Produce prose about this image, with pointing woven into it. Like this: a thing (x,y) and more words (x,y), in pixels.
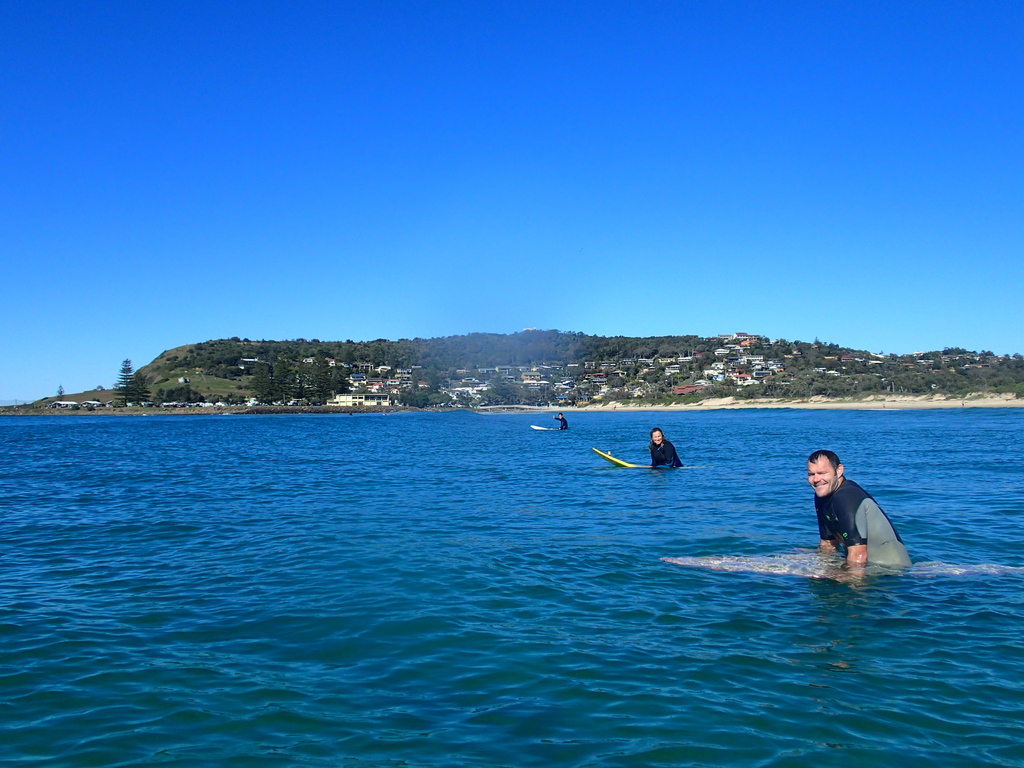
In this image there is water (408,562) in the front (449,511) and there are persons (660,461) in the water (735,488). In the background (532,334) there are trees (622,354) and there are houses (646,361).
